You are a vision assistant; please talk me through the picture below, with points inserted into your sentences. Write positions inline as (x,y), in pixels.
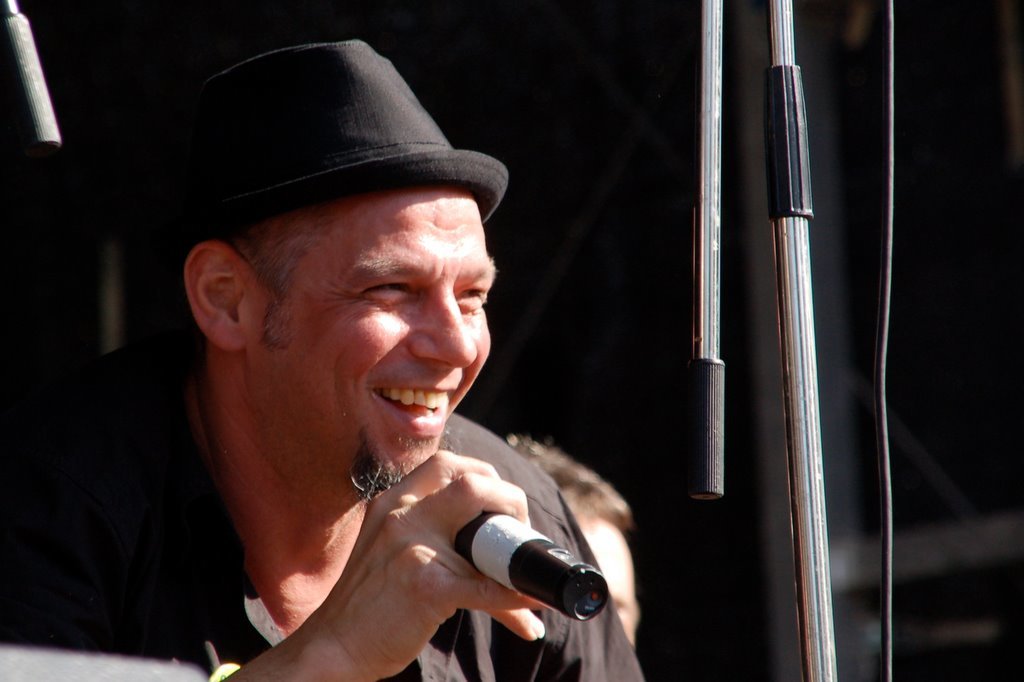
In this picture we can see a man (306,657) smiling and holding a microphone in his right hand (381,553), he is wearing a hat (272,199). There is a person (595,491) behind him.
